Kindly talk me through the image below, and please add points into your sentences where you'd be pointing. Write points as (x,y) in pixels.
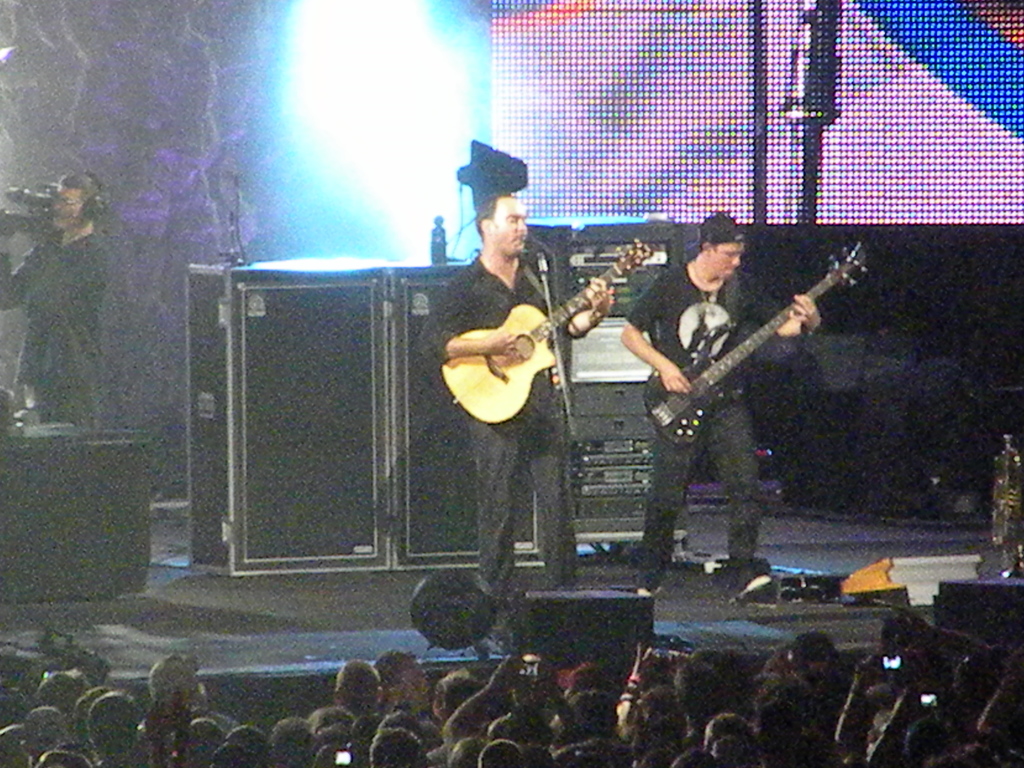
In this image, In the bottom (956,733) there are some people (728,702) standing and there is a floor (311,624) which is in black color, There are two people (673,373) standing and holding music instrument (558,318) and one of them is singing in the microphone (547,300), In the background (315,434) there are some speaker (322,377) in black color, and there is wall (719,139) which is in blue and pink color.
